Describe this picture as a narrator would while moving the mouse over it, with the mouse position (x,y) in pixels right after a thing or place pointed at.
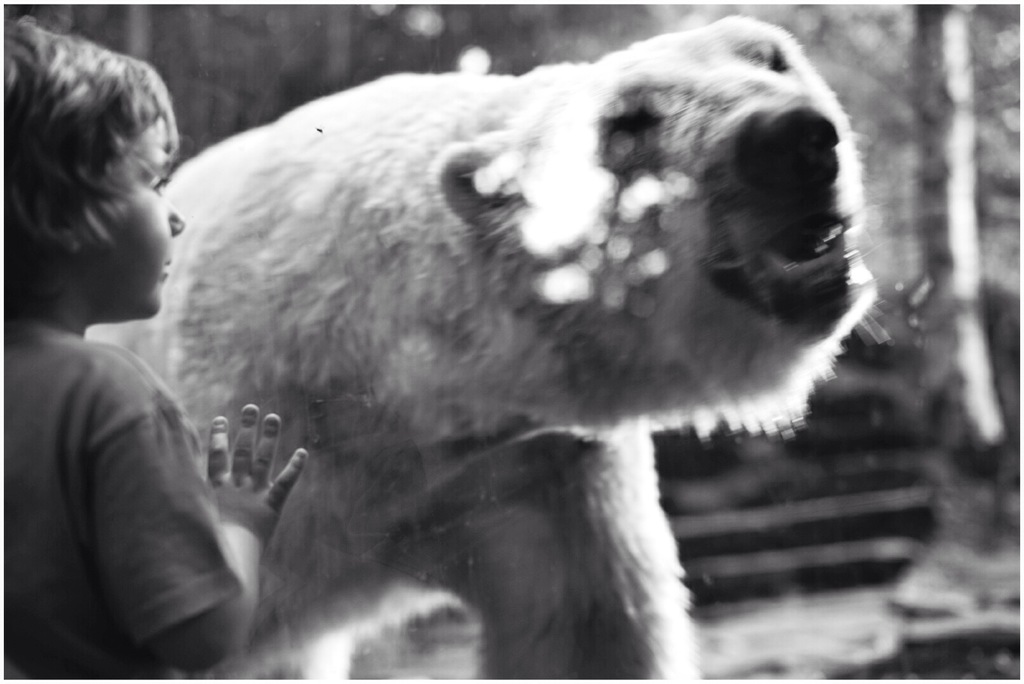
In this picture there is a small boy (149,548) standing and watching from the glass (189,371). Behind there is a white color polar bear (778,413) and some trees (518,46) in the background (952,46).
